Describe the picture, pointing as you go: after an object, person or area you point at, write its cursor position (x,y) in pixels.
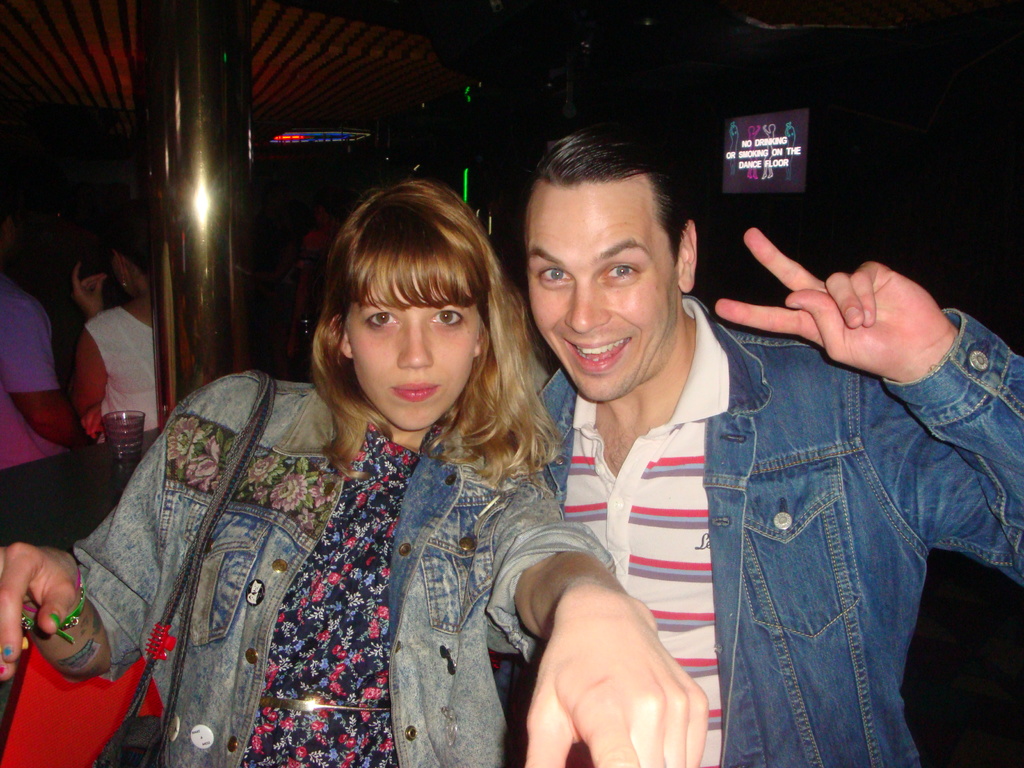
Here I can see a woman (415,402) and a man (616,379) giving pose for the picture. The woman (280,605) is wearing a bag (136,700). On the left side (44,377) there are two persons (37,333) standing and also I can see a metal object (211,201). The background (286,211) is dark. At the top of the image (357,79) I can see the roof (375,34). On the right side (744,161) there is a screen (751,151) on which I can see some text (754,150).
